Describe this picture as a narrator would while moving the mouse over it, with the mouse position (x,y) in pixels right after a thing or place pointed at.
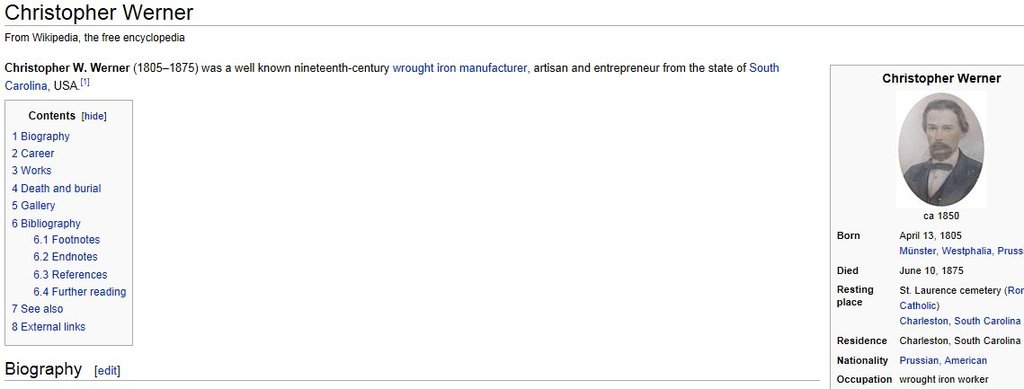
In the given picture, we can see an image of the person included with his biography and some text (762,70).
